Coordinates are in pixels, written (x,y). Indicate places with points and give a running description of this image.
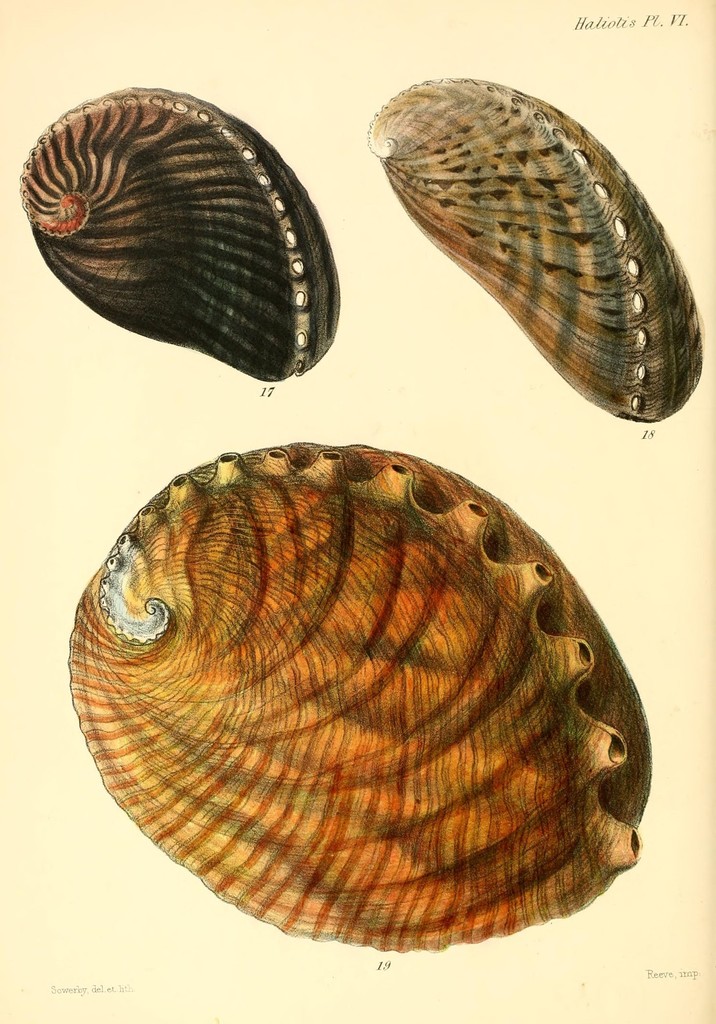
In this image, I can see words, numbers (389,962) and the pictures of seashells (359,703) on a paper (264,56).
